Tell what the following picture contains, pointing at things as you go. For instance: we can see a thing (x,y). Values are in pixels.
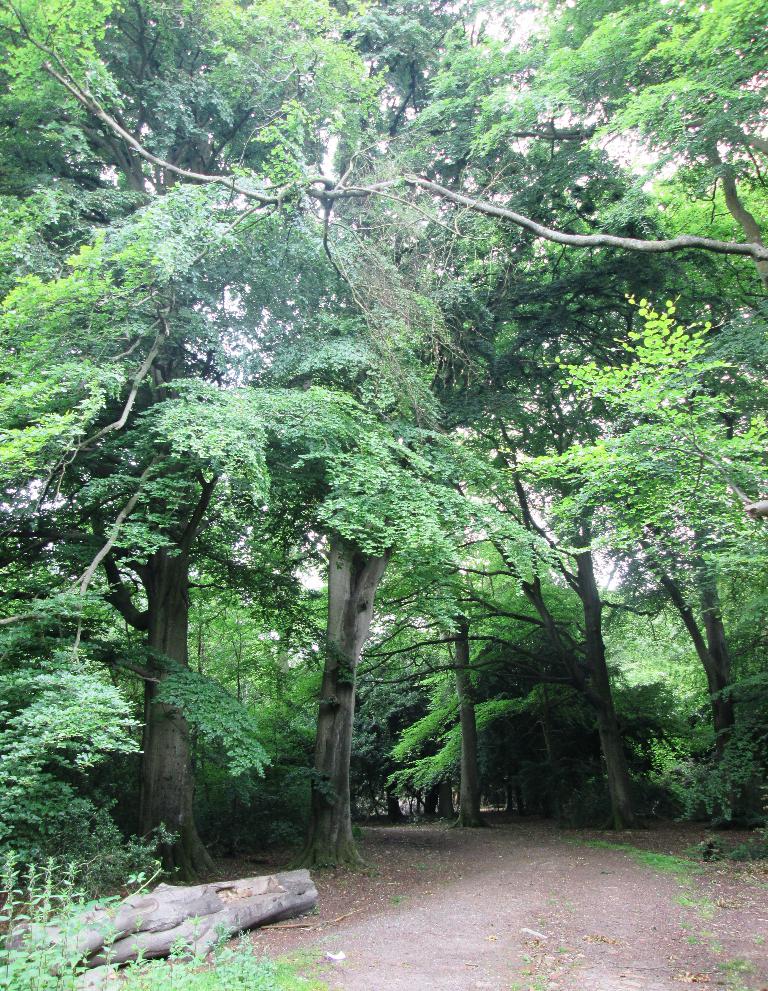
In this image there are trees (413,535), there is a trunk (169,915), there are plants (79,933) towards the left of the image (201,970), there is grass (695,866).
